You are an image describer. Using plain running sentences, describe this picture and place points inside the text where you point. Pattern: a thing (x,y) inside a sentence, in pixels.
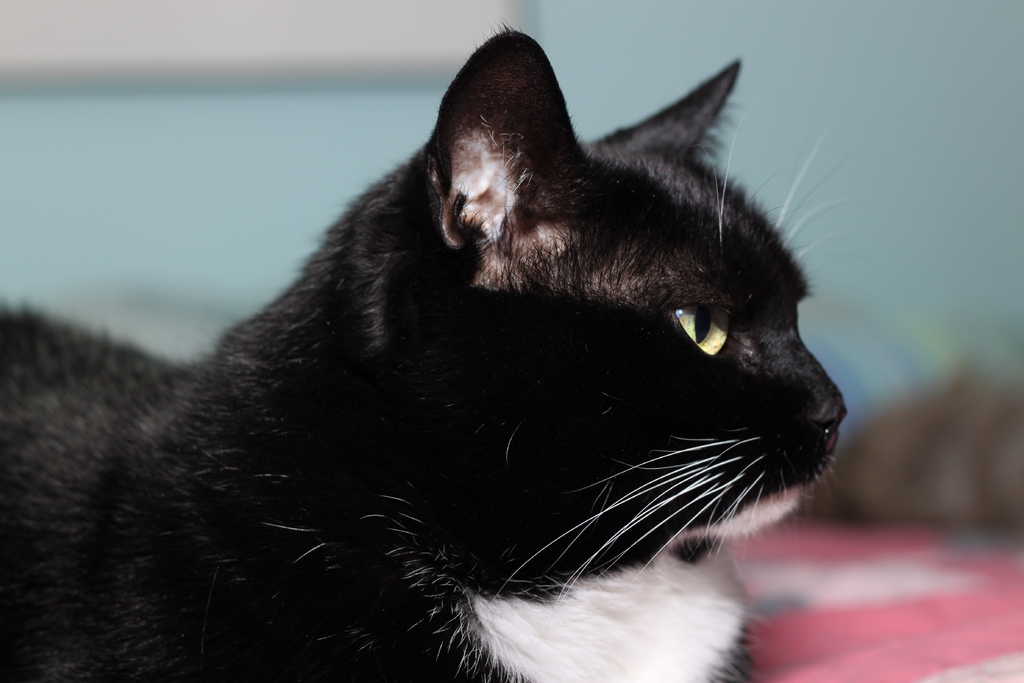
In this image we can see a cat (406,535) which is of black and white color and the background (876,621) is blurry.
